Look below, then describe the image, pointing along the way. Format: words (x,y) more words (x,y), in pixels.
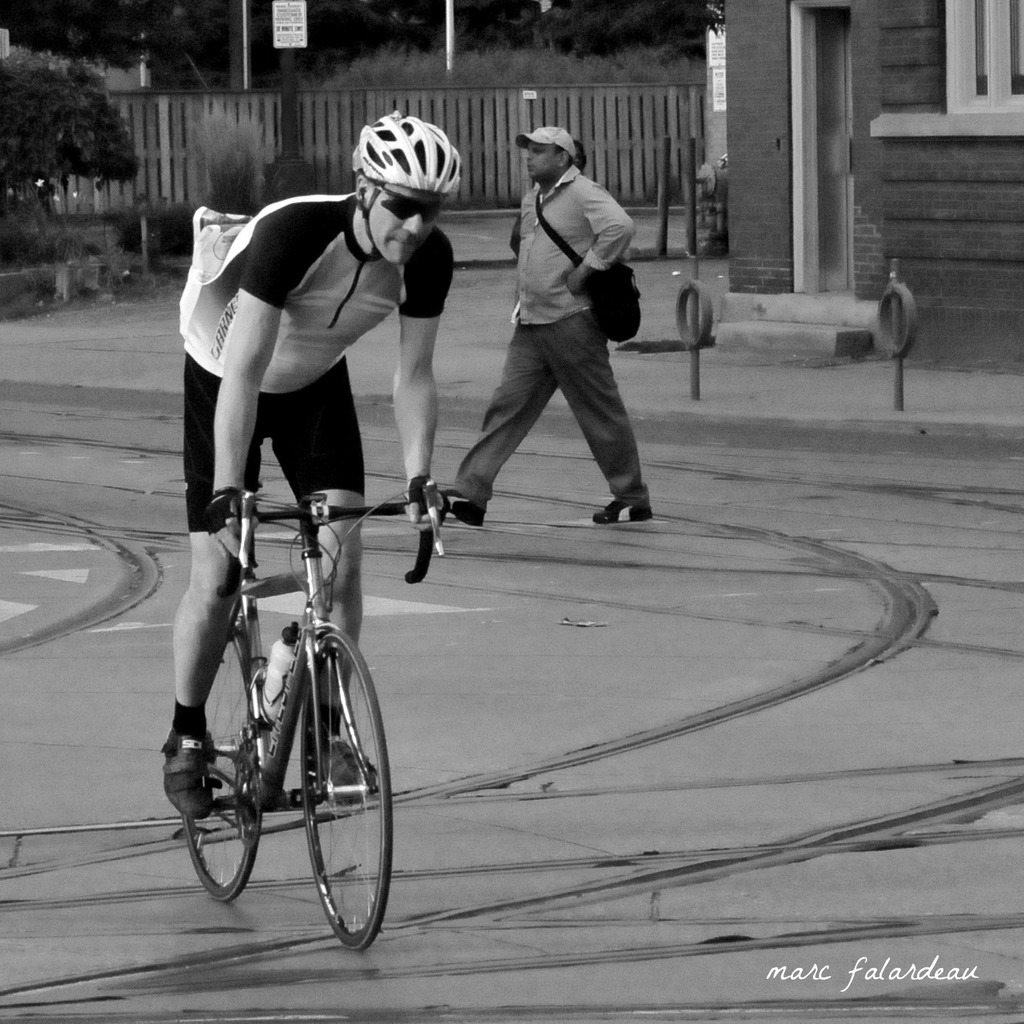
The picture is outside of the house (759,322). On the right side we have a person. He is walking like slowly. He's wearing bag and cap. In the left side (303,409) we have another person (297,421). He's riding a bicycle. He's wearing a helmet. We can see in the background (758,309) there is a tree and house (741,312).
